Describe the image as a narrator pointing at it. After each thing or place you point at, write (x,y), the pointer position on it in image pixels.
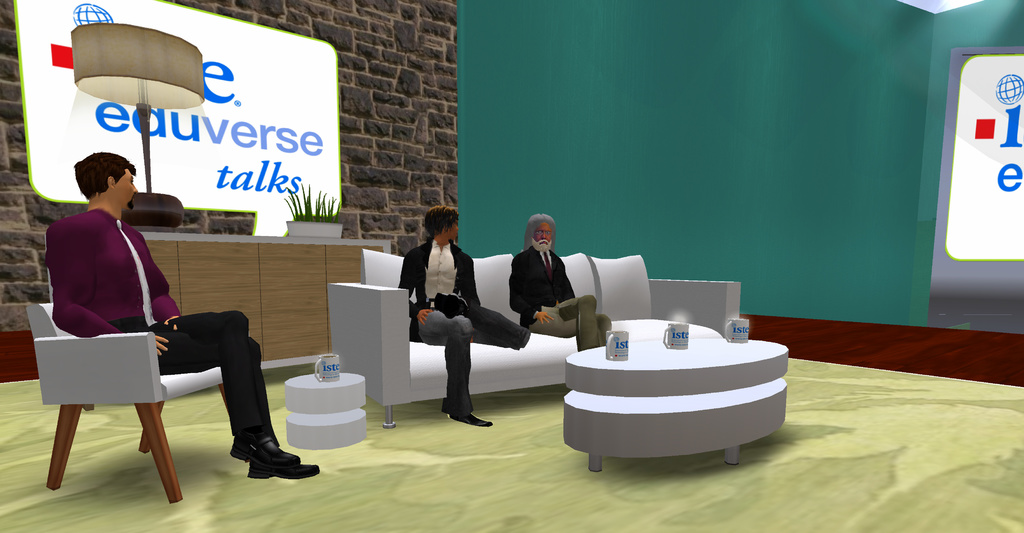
I see this is an animation picture and there are 3 men (442,229) who are sitting on the couch (399,396) and a chair (46,312) and there are tables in front of them on which there are cups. In the background (437,40) I see a lamp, wall (437,40) and a plant (294,214).
